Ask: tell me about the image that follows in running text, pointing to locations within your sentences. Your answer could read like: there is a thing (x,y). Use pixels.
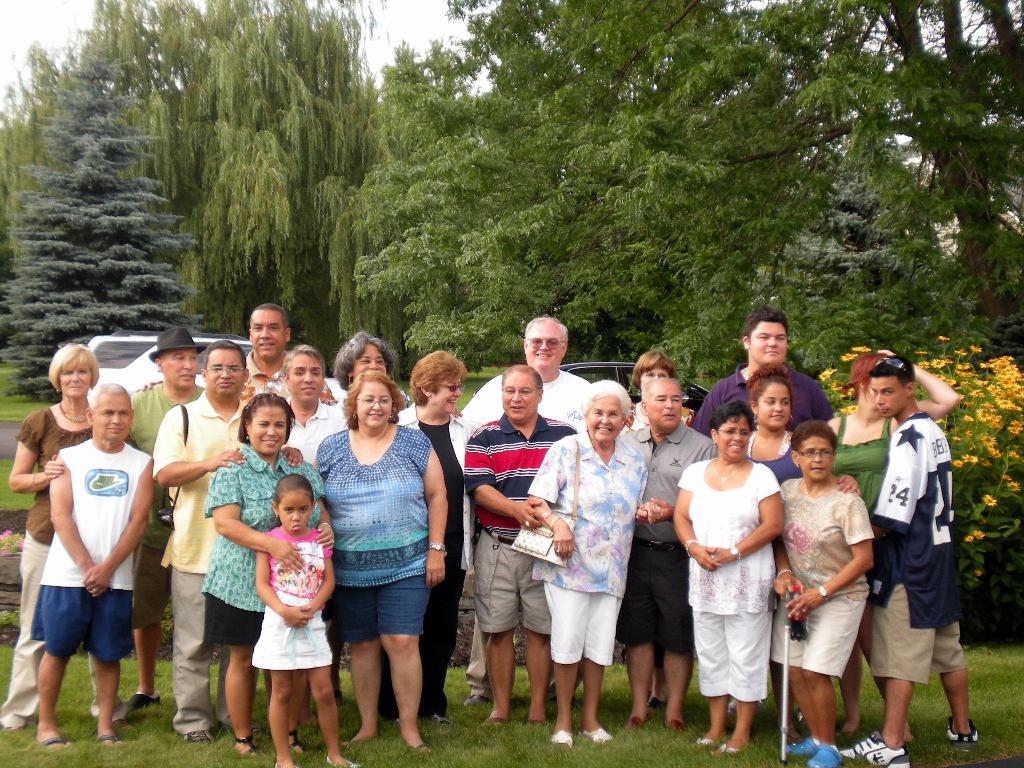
There is a group of persons (518,406) in different color dresses (891,471), standing on the grass (618,746) on the ground (577,746). Some of them are smiling. In the background (956,330), there is a vehicle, there is a plant (1009,375) which is having yellow color flowers (1011,389), there are trees (509,93) and there is sky (22,30).
